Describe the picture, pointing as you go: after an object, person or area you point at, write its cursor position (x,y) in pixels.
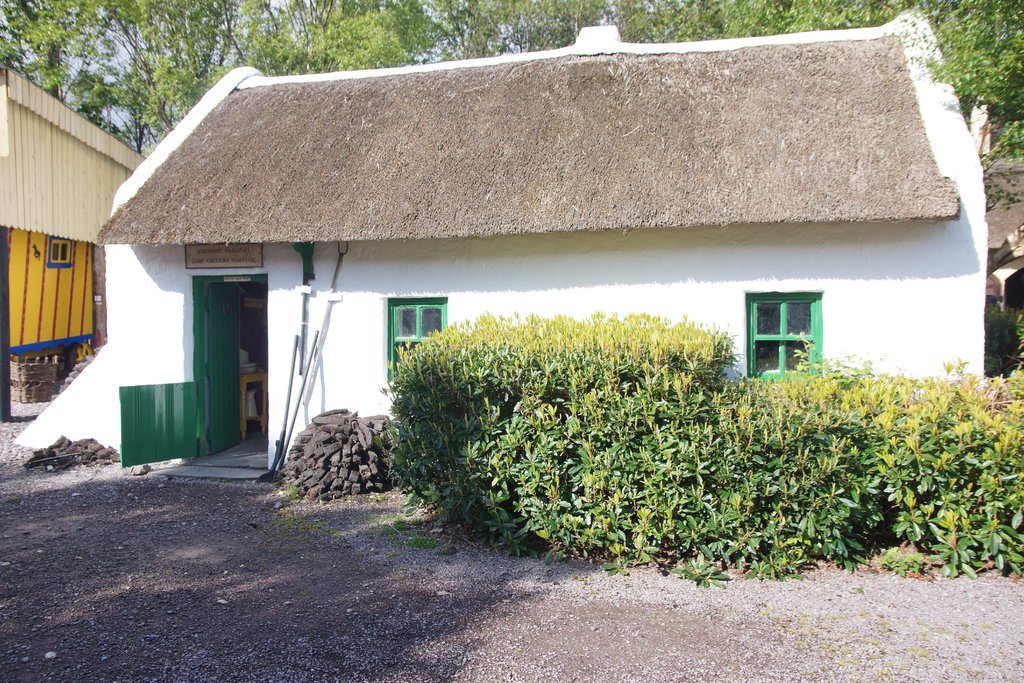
Here we can see a house (768,301), windows (432,326), door (223,374), board (260,253), and plants (532,449). In the background (48,21) there are trees (593,13).
